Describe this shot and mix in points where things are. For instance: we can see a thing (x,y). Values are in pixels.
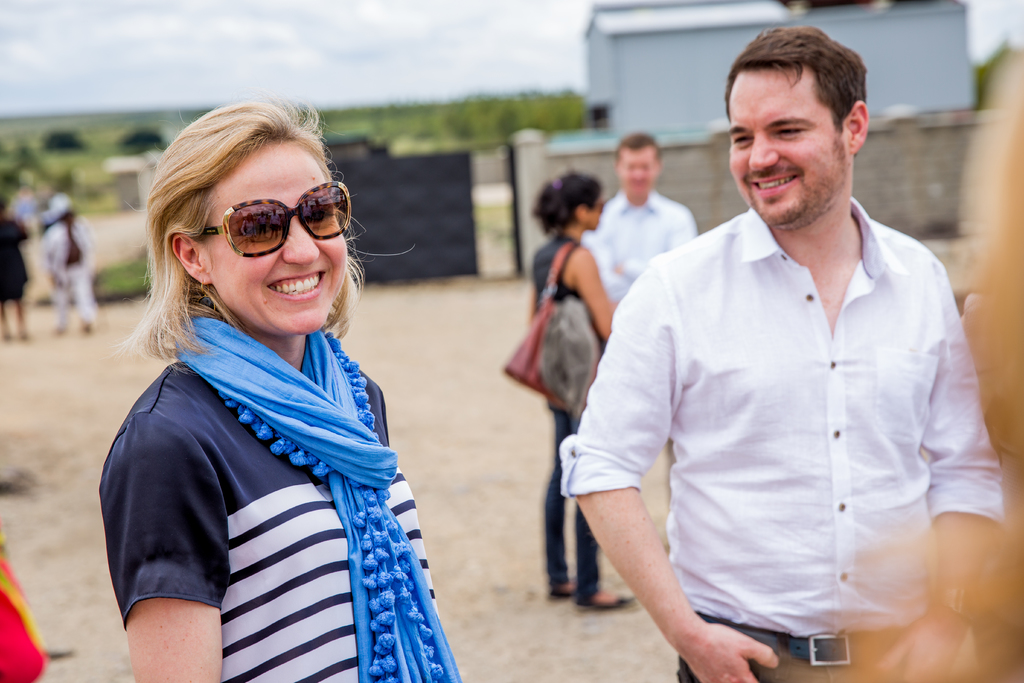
In this image we can see some people (561,208) and among them a person (800,311) standing and looking at a woman (291,401) and smiling and there is wall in the background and to the side we can see a house (624,89). The image in the background (97,196) is blurred and at the top (225,30), we can see the sky (455,27).
